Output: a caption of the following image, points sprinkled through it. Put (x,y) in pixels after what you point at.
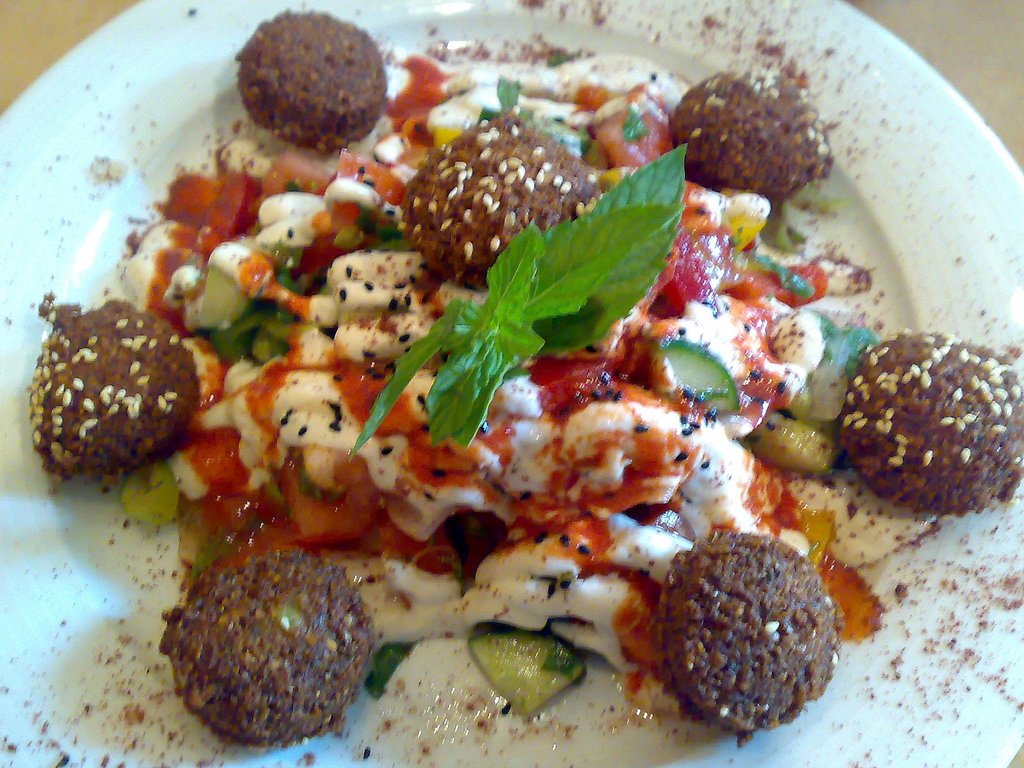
This image consists of food (468,405) which is on the plate (33,237) in the center (621,462).
